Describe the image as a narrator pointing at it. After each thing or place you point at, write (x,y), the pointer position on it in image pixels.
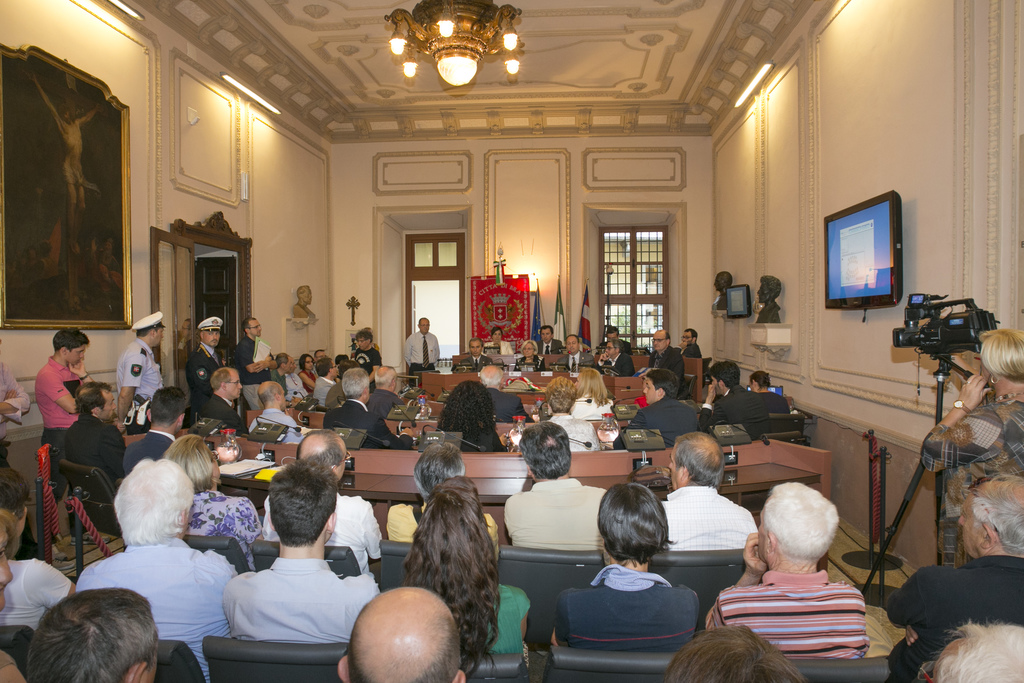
In this image we can see a few people (365,363) in the hall (388,351), some of them are sitting on the chairs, some of them are standing, there are few sculptures (297,308), screens (879,300), photo frame (85,172) of Jesus (79,186), posters (509,304), flags (537,317), stands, ceiling lights (478,29), also we can see papers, water bottles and some other objects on the tables (605,468), there is a person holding video camera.
